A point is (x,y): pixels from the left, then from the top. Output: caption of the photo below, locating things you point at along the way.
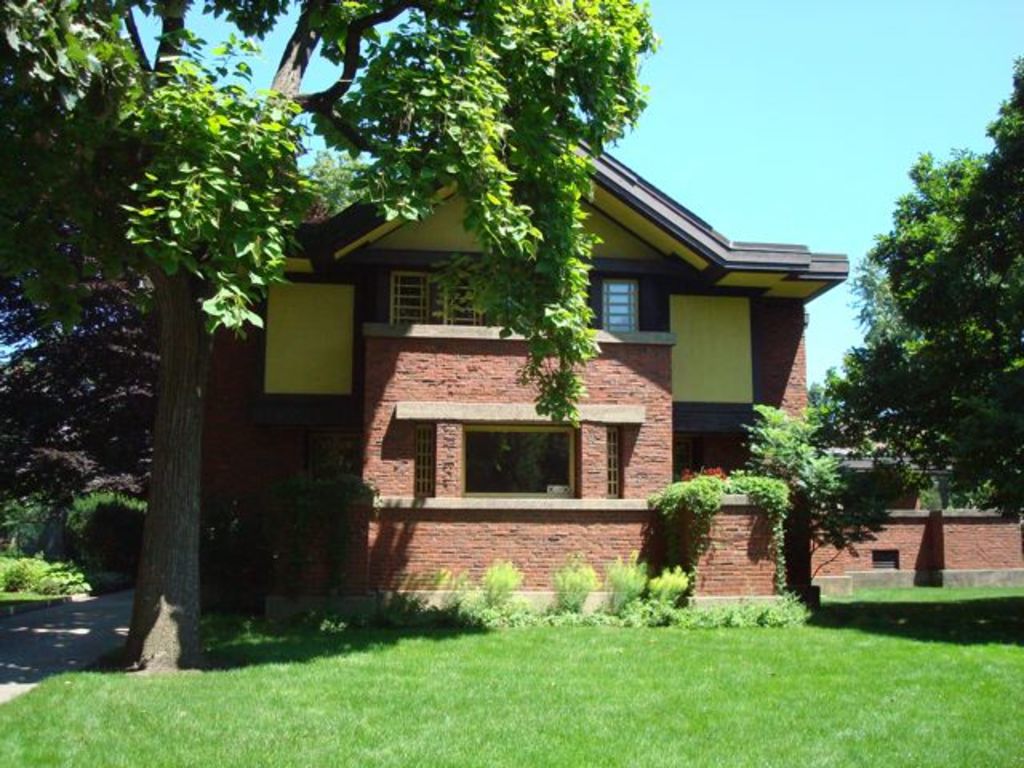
We can see grass (713,630), plants (788,456) and house (789,391). In the background (959,107) we can see trees (921,213) and sky (743,224).
